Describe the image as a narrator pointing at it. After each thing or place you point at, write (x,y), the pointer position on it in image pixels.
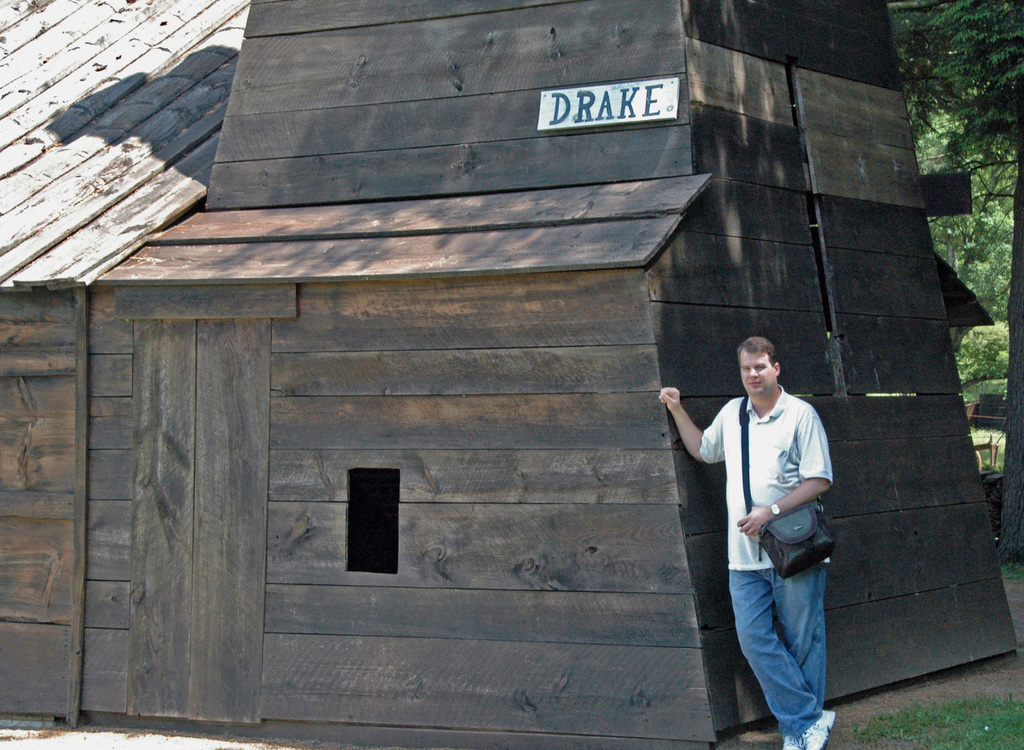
In this image on the right side (767,451) there is one person (773,494) standing and he is wearing a bag (808,520), and there is one house (218,343) and on the house (528,412) there is text (577,112). And in the background (968,151) there are trees (979,341) and some objects (994,487), at the bottom (949,714) there is grass (943,723).
